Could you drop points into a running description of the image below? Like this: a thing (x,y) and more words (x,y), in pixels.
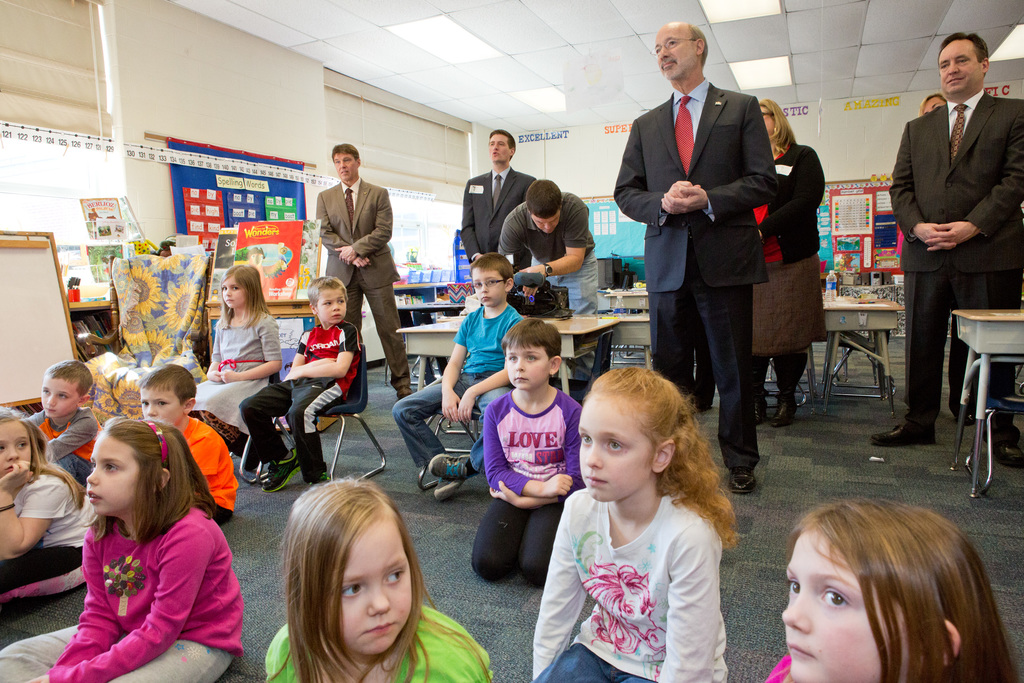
In this image we can see there are a few people (190,445) sitting on the floor (379,428), few people (559,203) standing and few people (233,279) sitting on the chair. And there are boards (283,187) attached to the wall (311,158). And there are tables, on the table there is the bottle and a few objects (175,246). There is the chair (150,339) with a cloth (155,285) and at the top (566,61) there is the ceiling (516,117) with lights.
